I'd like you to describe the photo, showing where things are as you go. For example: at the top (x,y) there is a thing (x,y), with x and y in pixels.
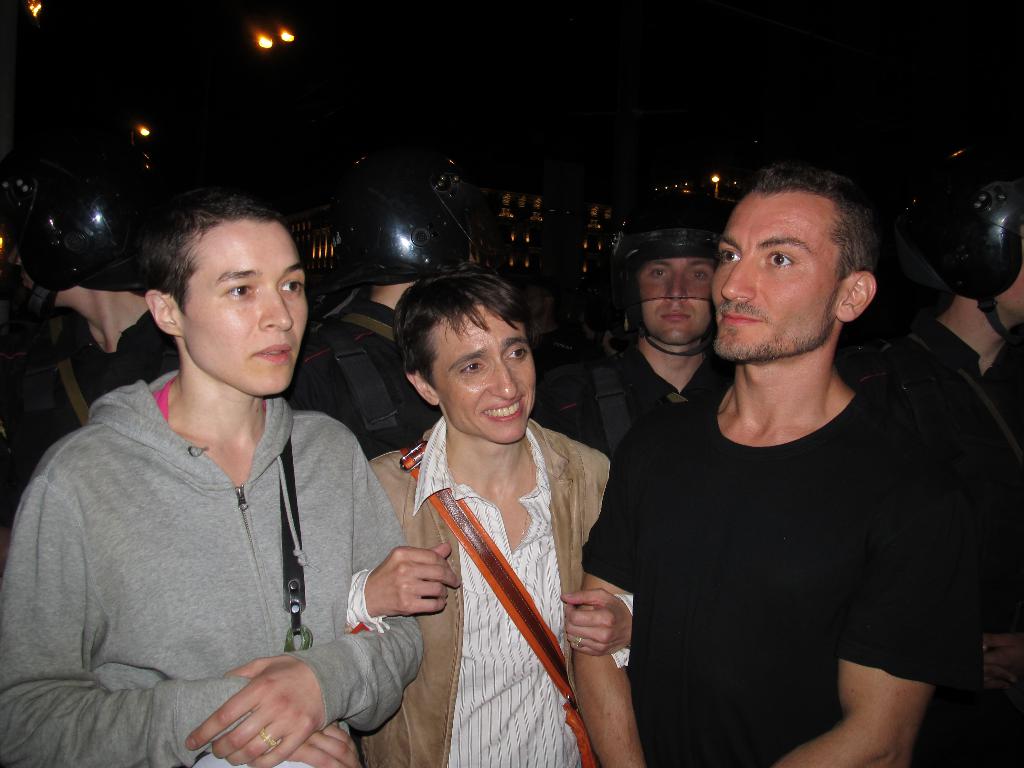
To the left side (152,589) there is a person (120,506) with grey jacket (209,547) and black bag (282,513) is standing. Beside this person (214,632) there is a woman (407,517) with brown jacket (435,738), white shirt (470,597) and orange bag (487,578) is standing and she is smiling. To the right side of the image (807,523) there is a man (828,524) with black t-shirt (816,524) is standing. Behind him there are few people (687,313) with black dress (363,350) is standing and there are few black helmets (428,222) on their heads (1010,293).
